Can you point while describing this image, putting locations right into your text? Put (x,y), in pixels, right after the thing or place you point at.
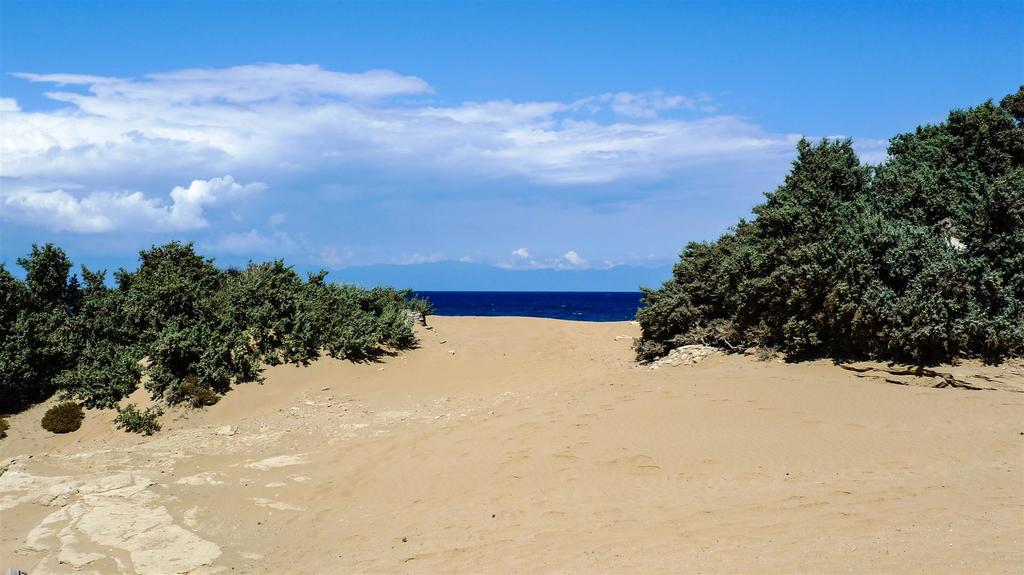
In this picture there are trees (810,303). At the top (502,21) there is sky (472,26) and there are clouds (383,126). At the bottom (643,529) there is sand (689,389) and there is water (543,293). On the left side of the image (142,559) there is a rock (122,535).
